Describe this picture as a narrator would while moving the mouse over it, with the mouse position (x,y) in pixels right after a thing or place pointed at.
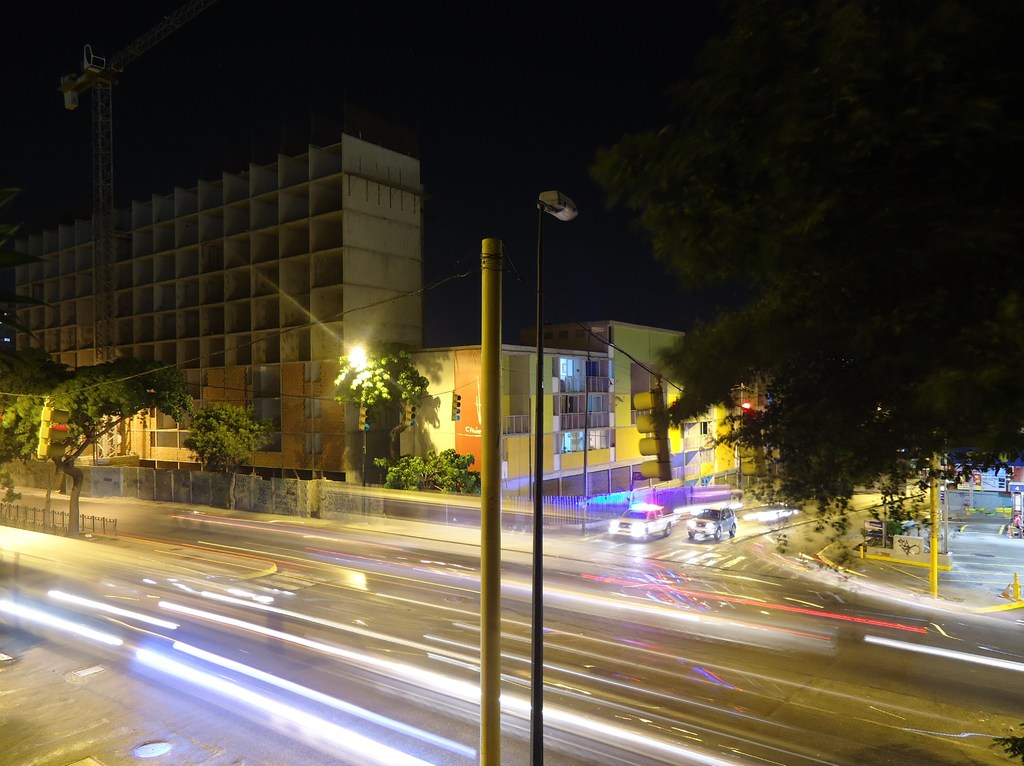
In the picture I can see buildings (459,449), street lights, vehicles (648,533) on the road (566,579), trees (457,464), poles (499,605), fence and some other objects (976,473). In the background (137,129) I can see the sky (164,106).
